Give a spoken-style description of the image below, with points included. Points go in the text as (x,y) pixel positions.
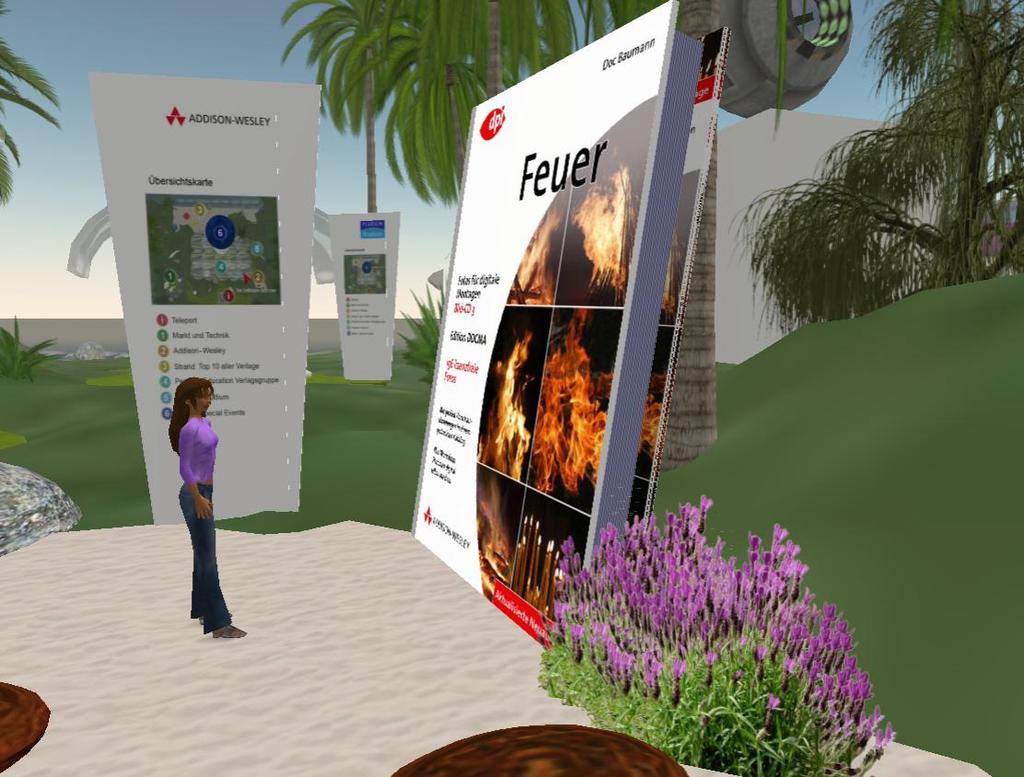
This image is an animated picture. On the left side of the image (191,502) a lady (197,423) is standing. In this we can see boards (470,238), trees (700,246), building (758,141), grass (771,486), plants (711,607) with flowers (683,596), ground (411,576), wall stones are there. At the top of the image (101,29) sky (122,45) is there.
